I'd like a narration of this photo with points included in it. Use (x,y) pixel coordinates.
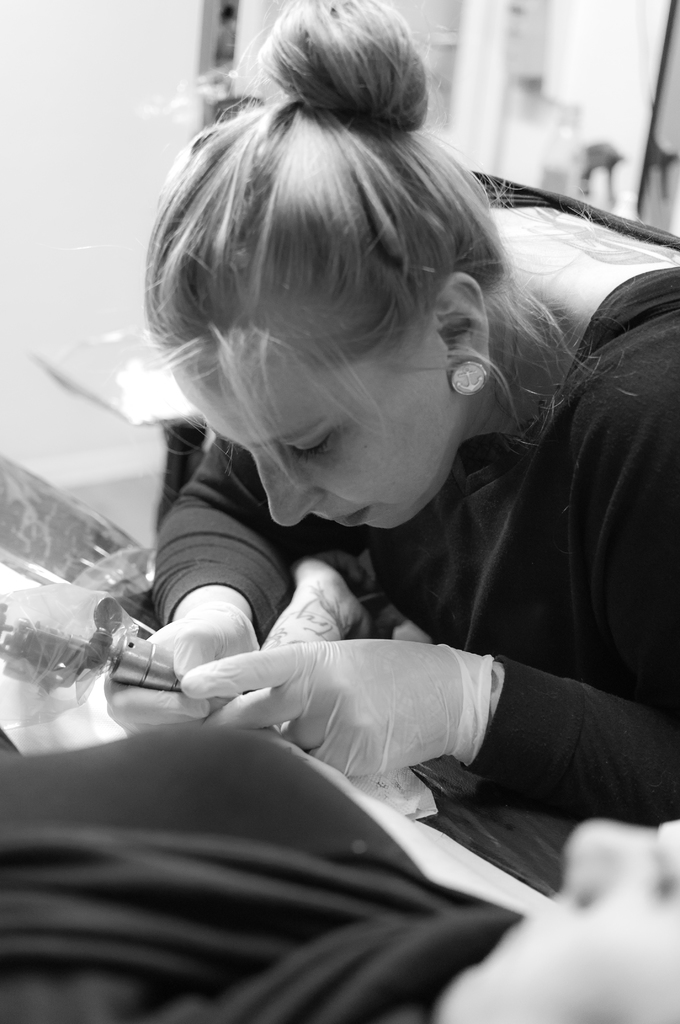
This image consists of a woman (555,440) wearing black dress (415,525). It looks like she is making a tattoo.
